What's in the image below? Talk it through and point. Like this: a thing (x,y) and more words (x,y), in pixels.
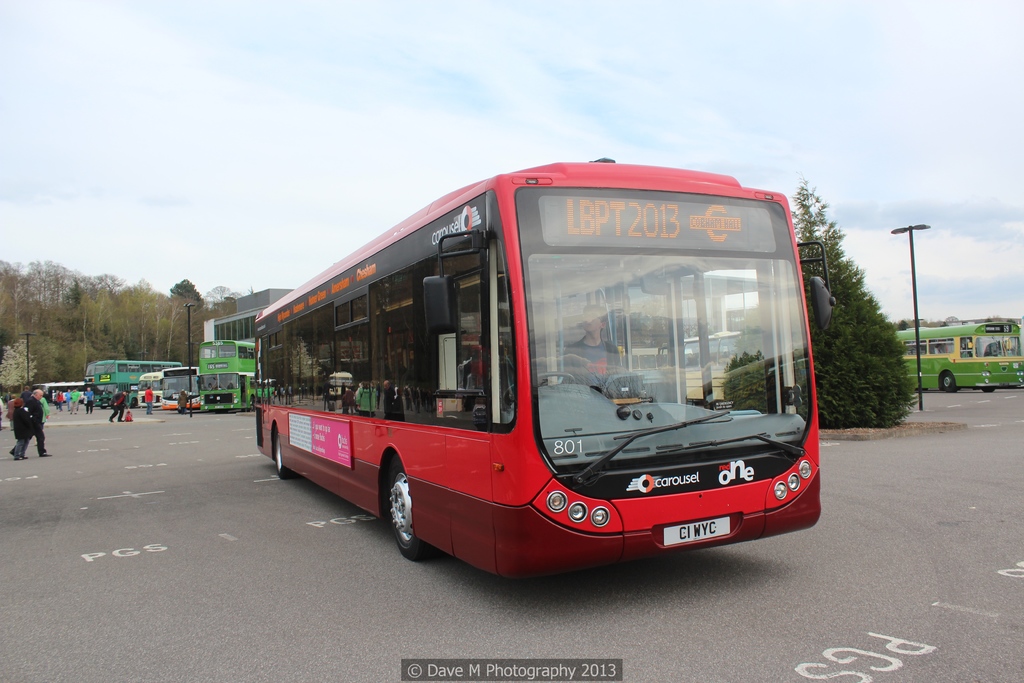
In this image we can see a bus (470,402) on the road (970,587), beside the bus (829,304) there is a tree (847,354). On the right side of the image (933,334) there is a bus (979,364). On the left side of the image (221,330) there is a building (236,335), in front of the building (240,321) there are other buses (204,385) and some people (71,406) walking on the road (118,527). In the background (132,311) there are some trees (154,316) and sky (234,220).
